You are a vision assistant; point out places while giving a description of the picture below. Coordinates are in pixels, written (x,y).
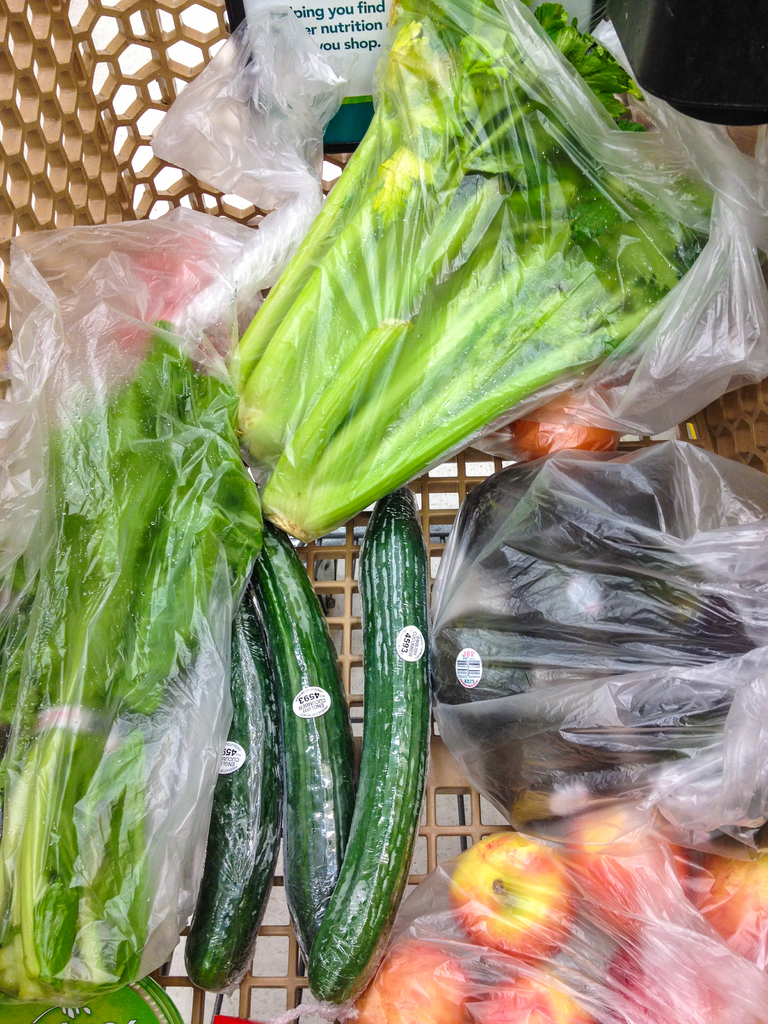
In this image we can see vegetables (338,301) wrapped in a cover (517,746), there are tomatoes (579,898), cucumbers (392,732), in the basket (134,135).
